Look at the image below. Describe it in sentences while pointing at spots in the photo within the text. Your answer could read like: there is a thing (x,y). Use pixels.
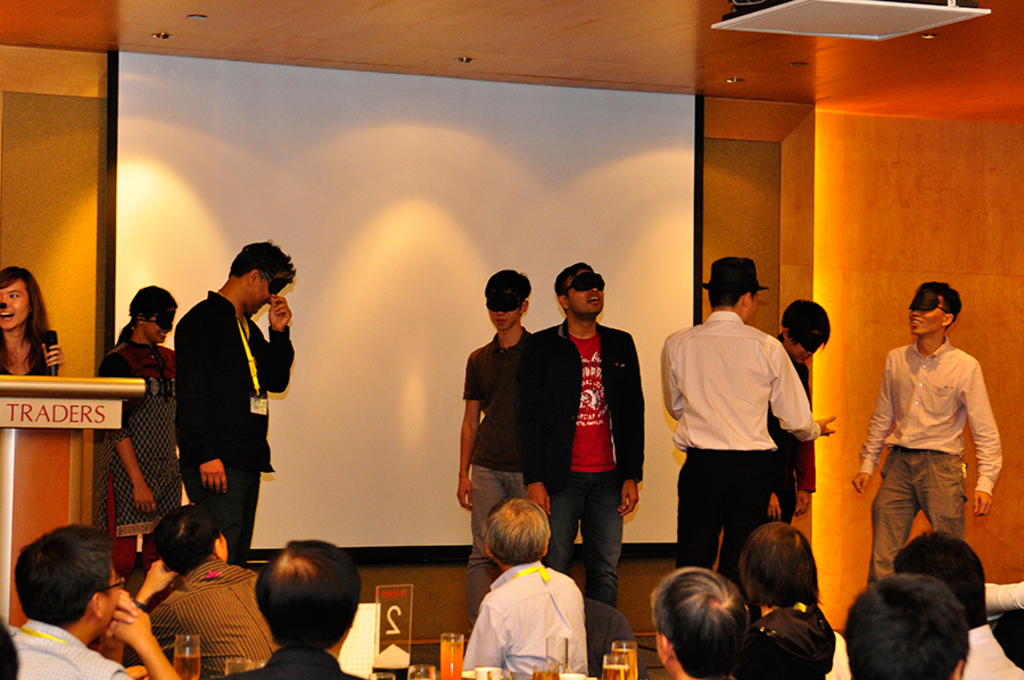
In the foreground of this picture (681,621), there are persons (165,657) sitting in tables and having glasses (536,671) on it. In the background (936,416), there are persons (178,330) standing and having eye masks (281,277) to their faces (261,301). On the left (34,288), there is a woman (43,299) standing and holding a mic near a podium (50,391). Behind them there is a screen (350,152) and the wall (46,135). On the top (426,39), there is a ceiling (520,44).
